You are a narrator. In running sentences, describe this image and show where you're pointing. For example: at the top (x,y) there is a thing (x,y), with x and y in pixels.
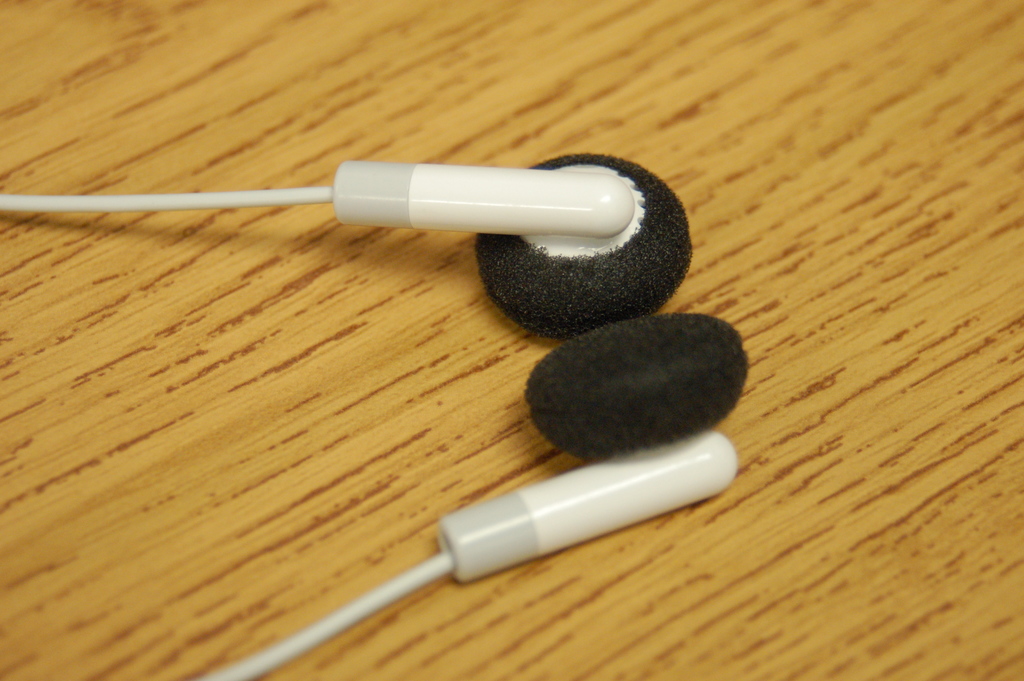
In this image we can see a pair of earphones (599,261) placed on the wooden surface (852,325).
